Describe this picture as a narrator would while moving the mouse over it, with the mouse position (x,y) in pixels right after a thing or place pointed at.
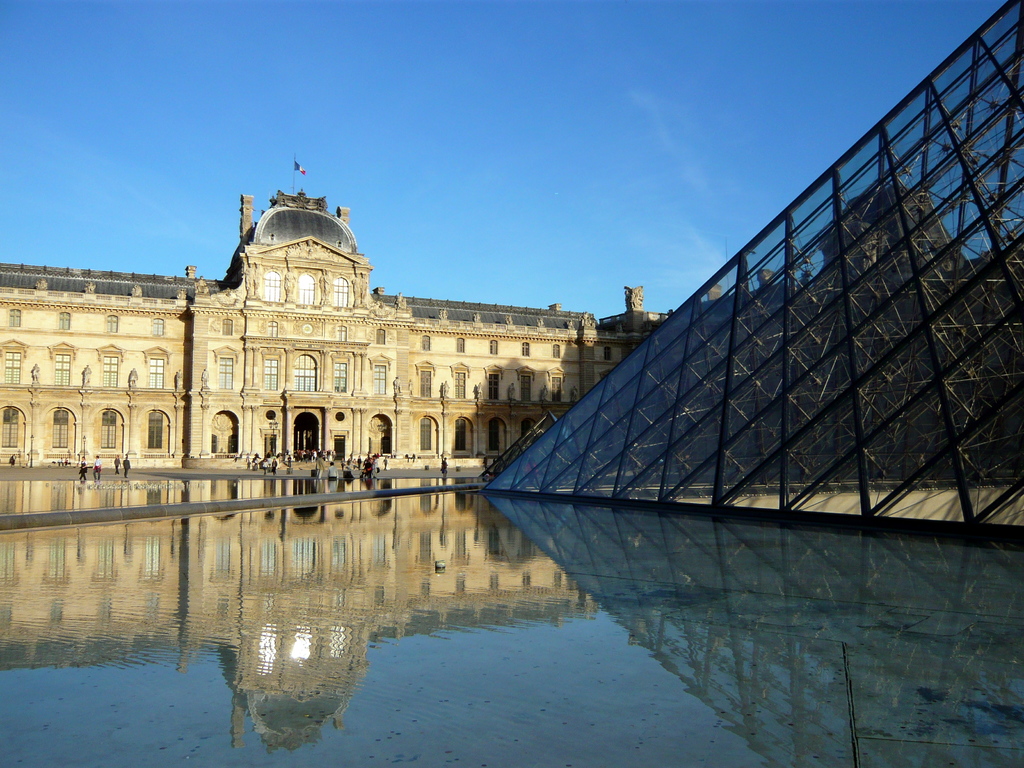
At the bottom of the image (280,603) there is water (370,674). In the background of the image (231,428) there is a building (310,416). There are people (301,451). At the top of the image (384,42) there is sky (386,90). To the right side of the image (698,345) there is glass structure (929,405).
